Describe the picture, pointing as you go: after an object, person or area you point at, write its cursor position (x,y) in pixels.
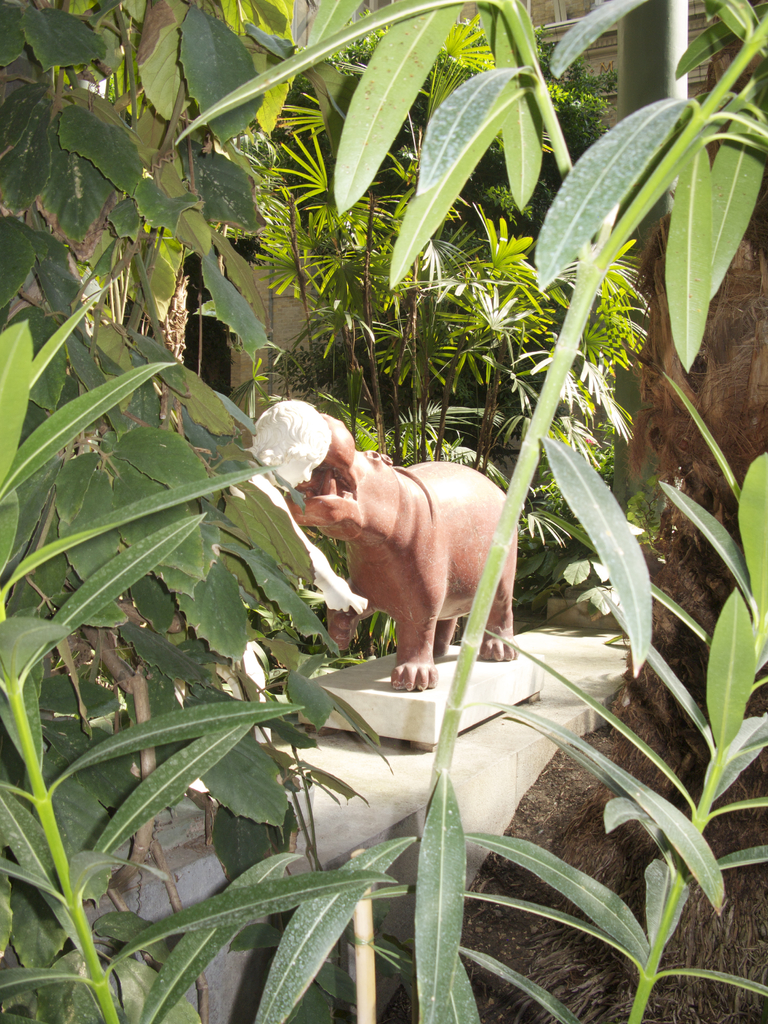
In this image, we can see a statue (438,517) of an animal (409,582), we can see some green leaves (607,296).
